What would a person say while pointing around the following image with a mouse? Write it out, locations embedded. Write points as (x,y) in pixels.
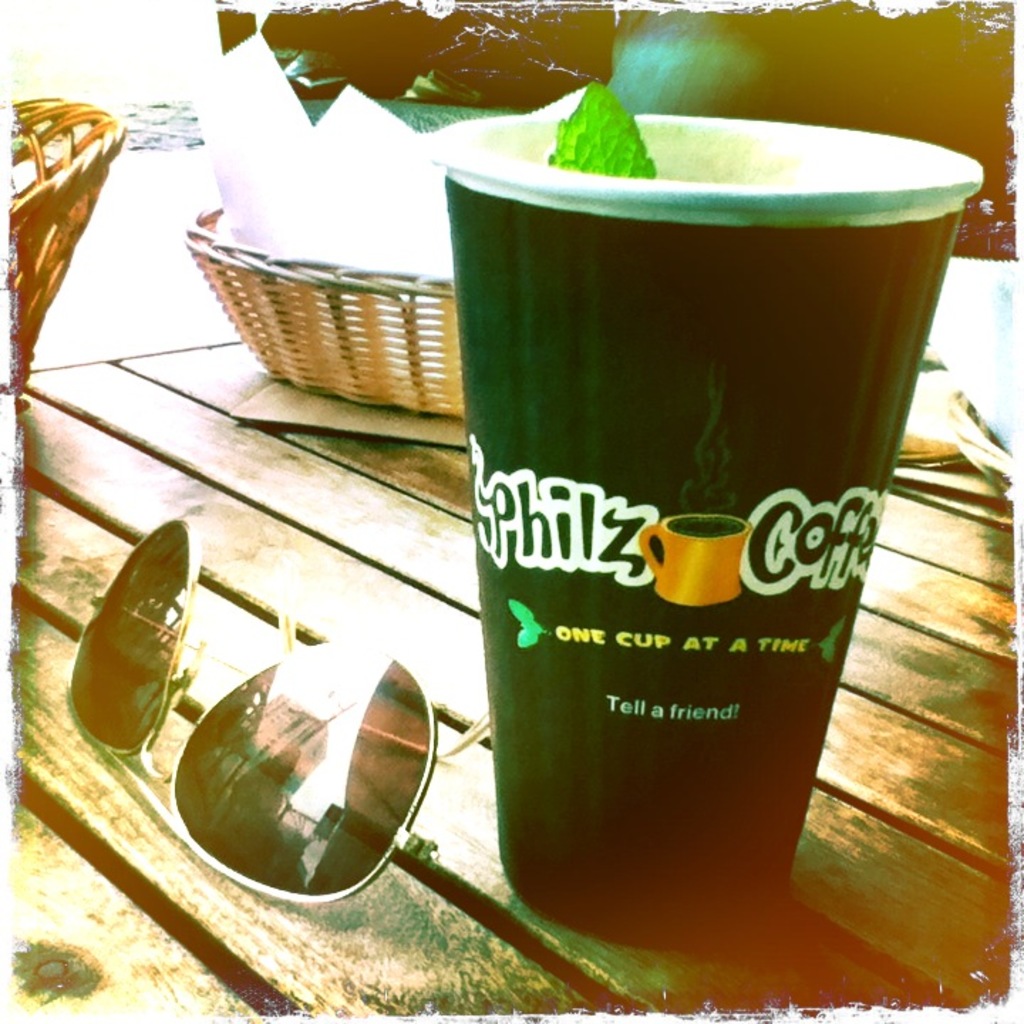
This picture shows a glass (487,602) and a sunglasses (85,736) and two baskets (196,241) on the table (24,552).
